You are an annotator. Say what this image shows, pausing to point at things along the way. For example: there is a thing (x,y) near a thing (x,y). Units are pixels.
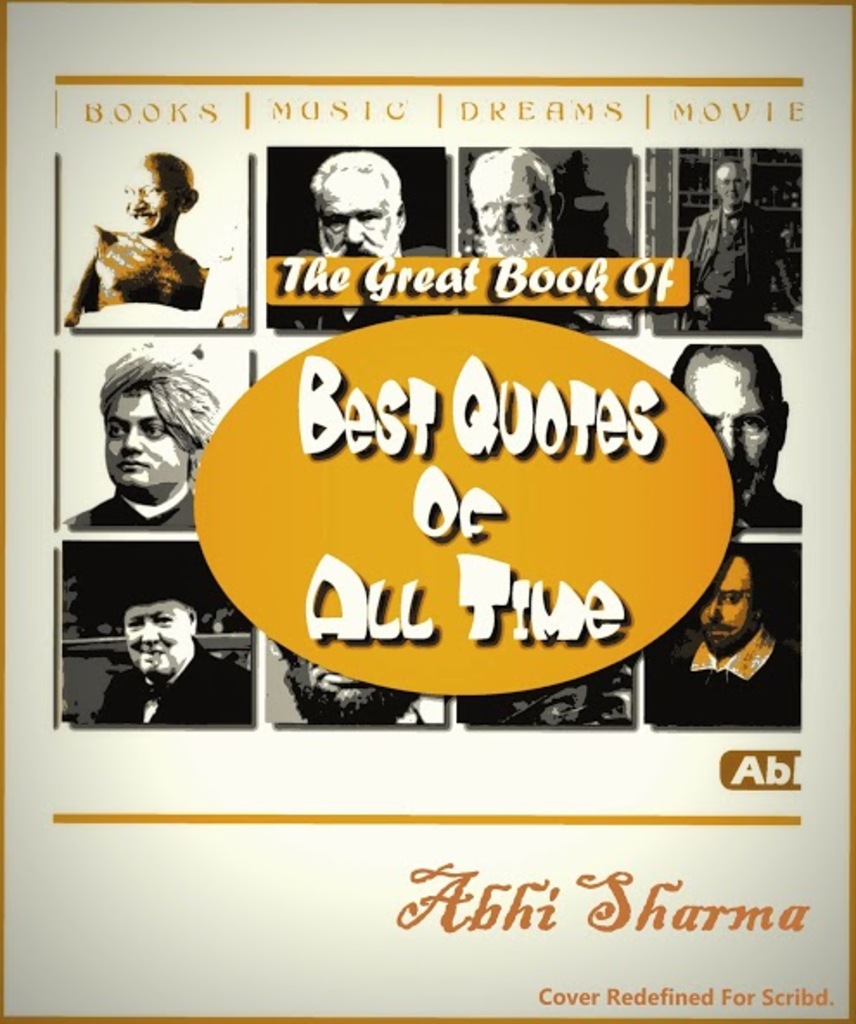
In this image we can see a poster (345,528) with some images (629,198) and text (509,431) on it.
